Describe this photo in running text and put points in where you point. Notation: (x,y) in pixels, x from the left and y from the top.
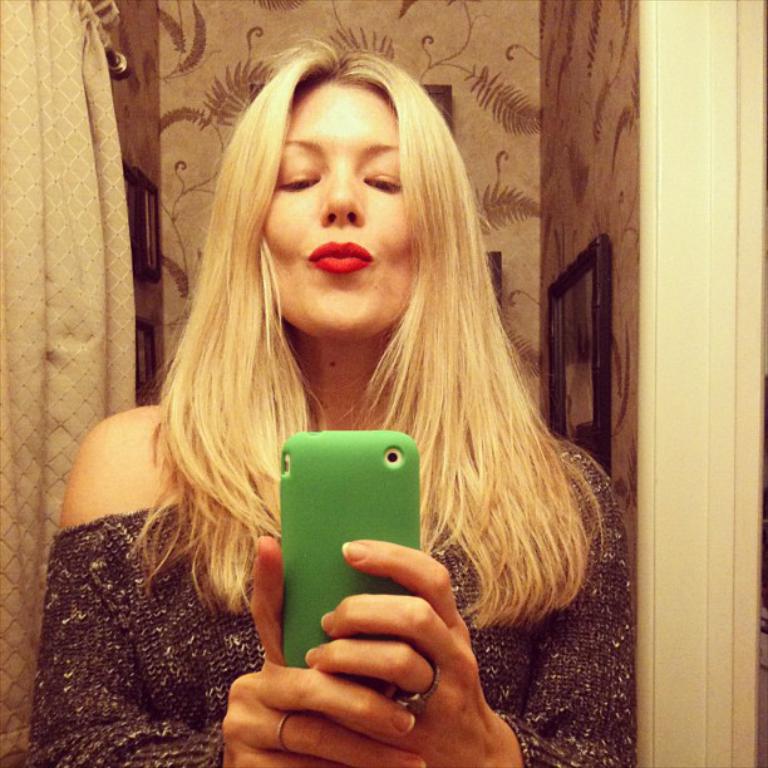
In the image we can see there is a woman (414,411) who is standing and she is holding a mobile phone (353,533) in her hand (371,563) and at the back (88,160) there are curtains (46,112) and wall (551,262).
